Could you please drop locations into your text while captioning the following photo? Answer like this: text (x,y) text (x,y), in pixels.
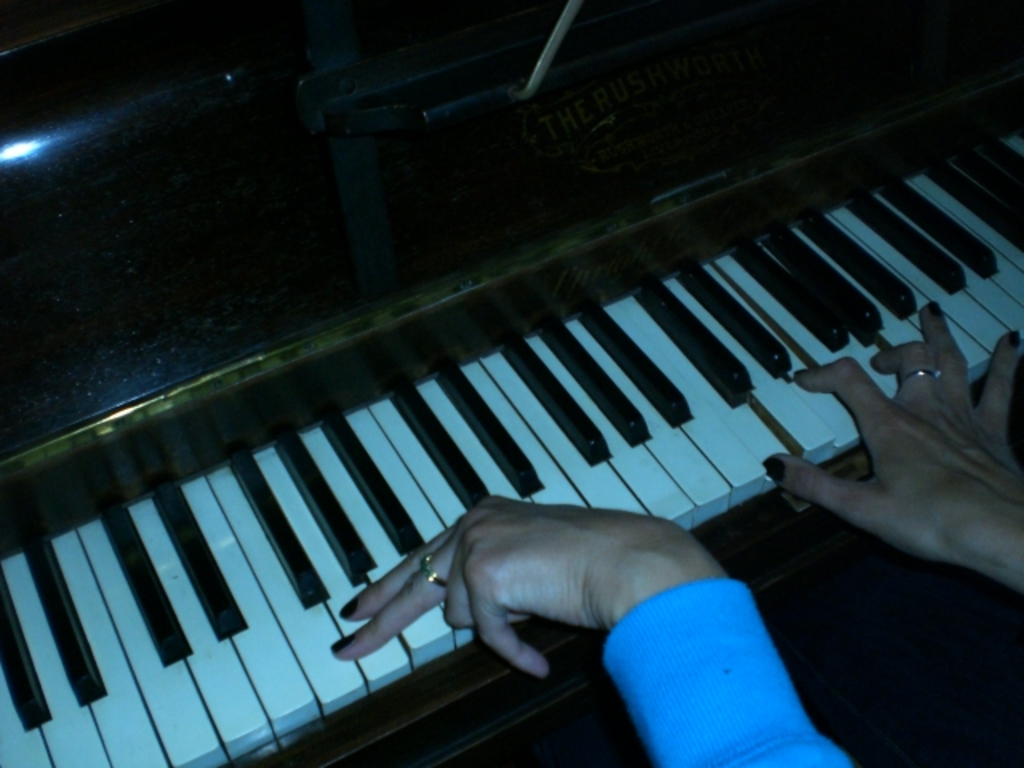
As we can see in the image there are human hands (999,498) playing musical keyboard (343,463).
